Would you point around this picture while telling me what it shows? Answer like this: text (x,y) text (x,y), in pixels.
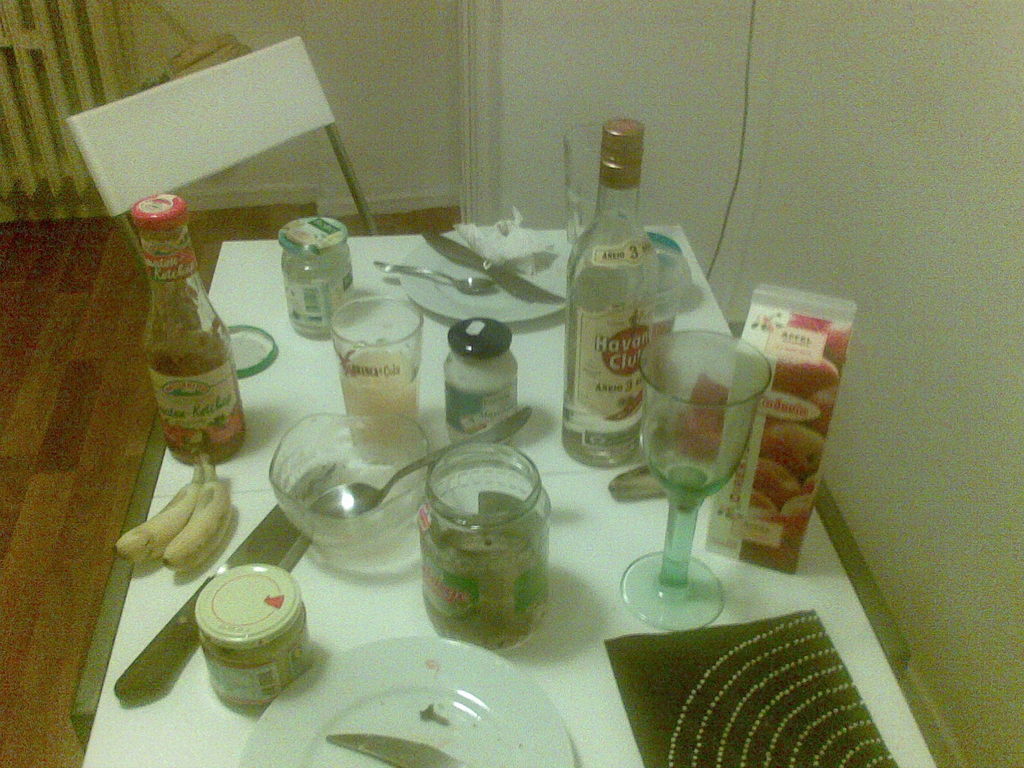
In this image I can see a chair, few bottles (169,239) and glasses (752,401) on this table (217,753). I can also see a plate (378,700), knife (408,752) and a spoon (346,496).
